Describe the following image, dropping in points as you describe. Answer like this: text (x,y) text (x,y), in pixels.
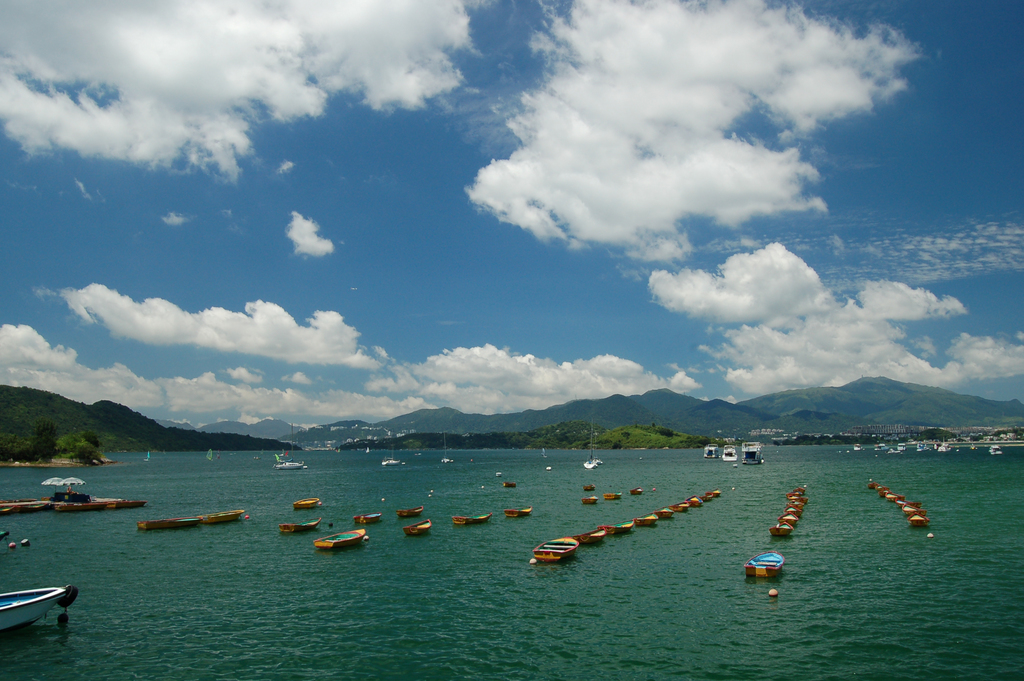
In this image we can see boats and ships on the water (420,540), hills (387,447), trees (100,438), parasols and sky (372,362) with clouds (481,203).
